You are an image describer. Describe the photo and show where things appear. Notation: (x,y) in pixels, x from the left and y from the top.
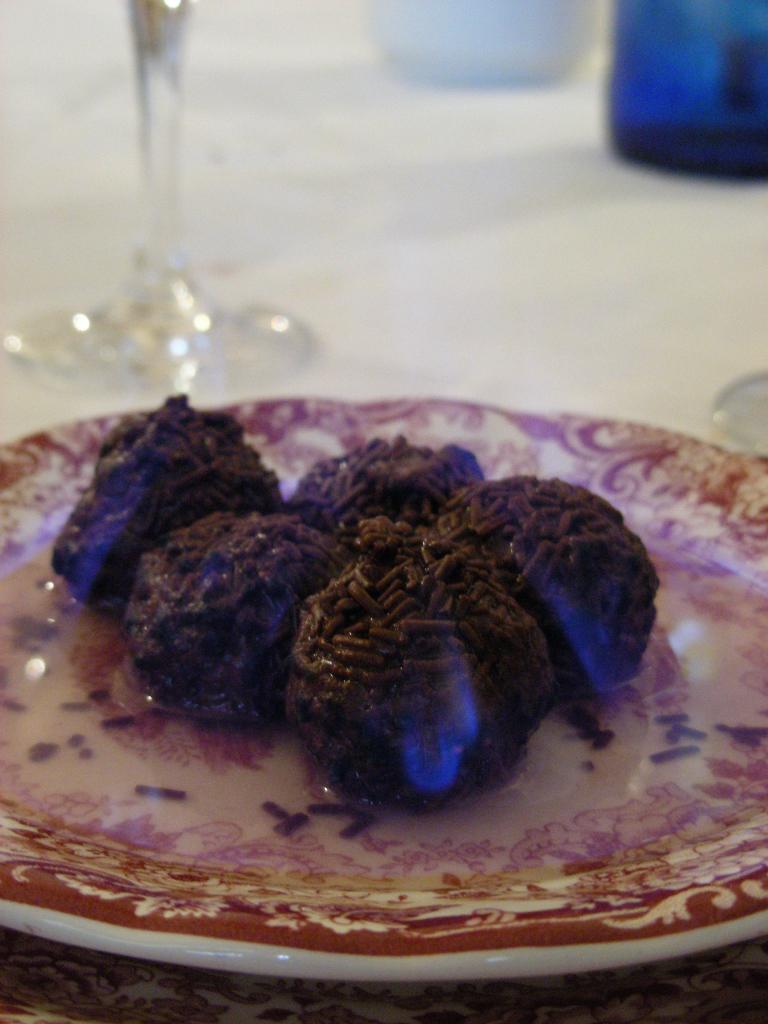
This is the picture of a table (397,378) on which there is a plate (156,834) in which there is some food item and also we can see a glass (109,377) to the side.
